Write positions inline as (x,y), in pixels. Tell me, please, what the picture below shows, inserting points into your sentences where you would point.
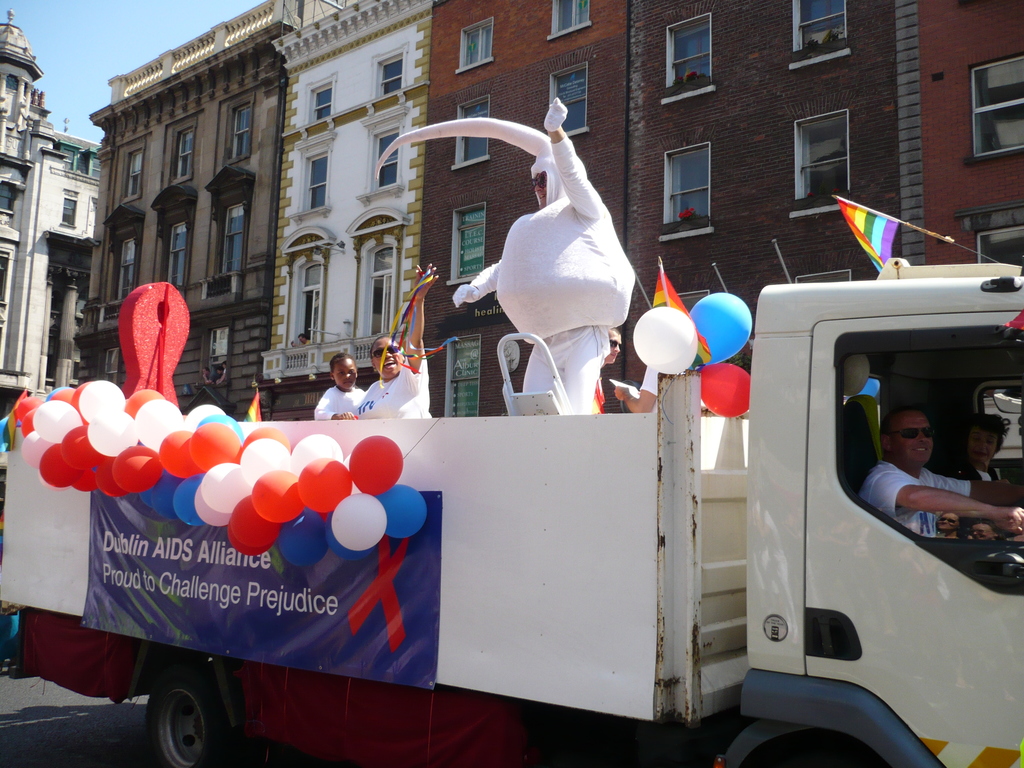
In this image in the center (644,470) there is one vehicle (445,547), in the vehicle (827,543) there are some persons (919,483) who are sitting and some of them are standing and also the vehicle (28,468) is decorated with some balloons (337,471). And there is one poster (224,557), and in the background (201,206) there are some buildings (446,174).
